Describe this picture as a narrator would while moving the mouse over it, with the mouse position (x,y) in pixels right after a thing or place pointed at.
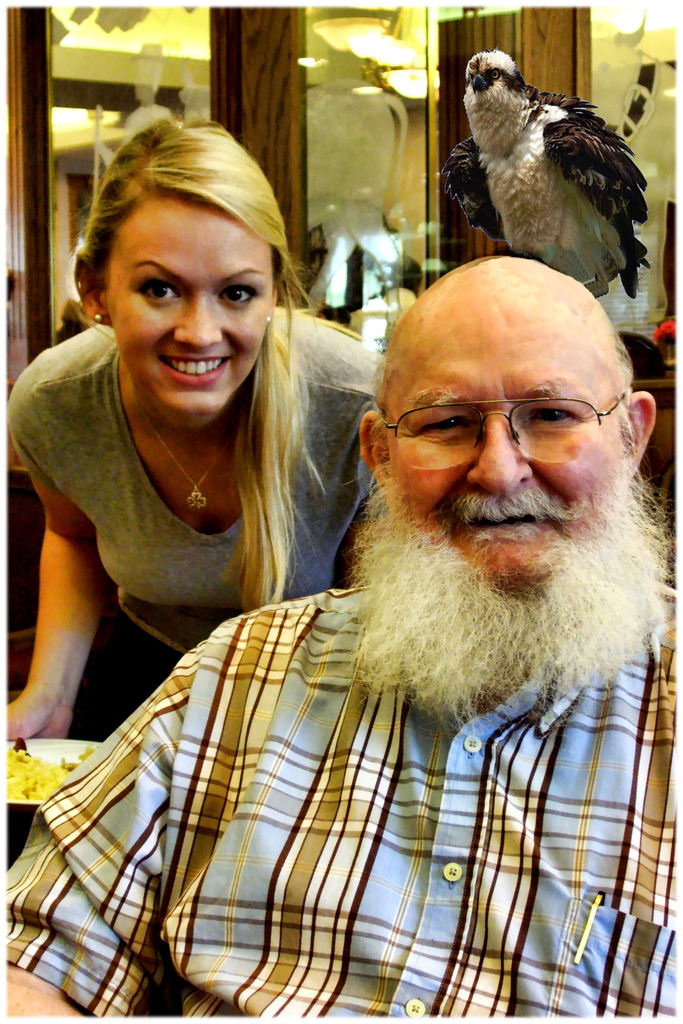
In the image we can see there is a man (488,757) sitting on chair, a woman (277,508) standing with her hand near a plate (58,765) in which there is a food item (52,773). There is a bird (490,173) standing on the head (591,342) of the man (580,378).
